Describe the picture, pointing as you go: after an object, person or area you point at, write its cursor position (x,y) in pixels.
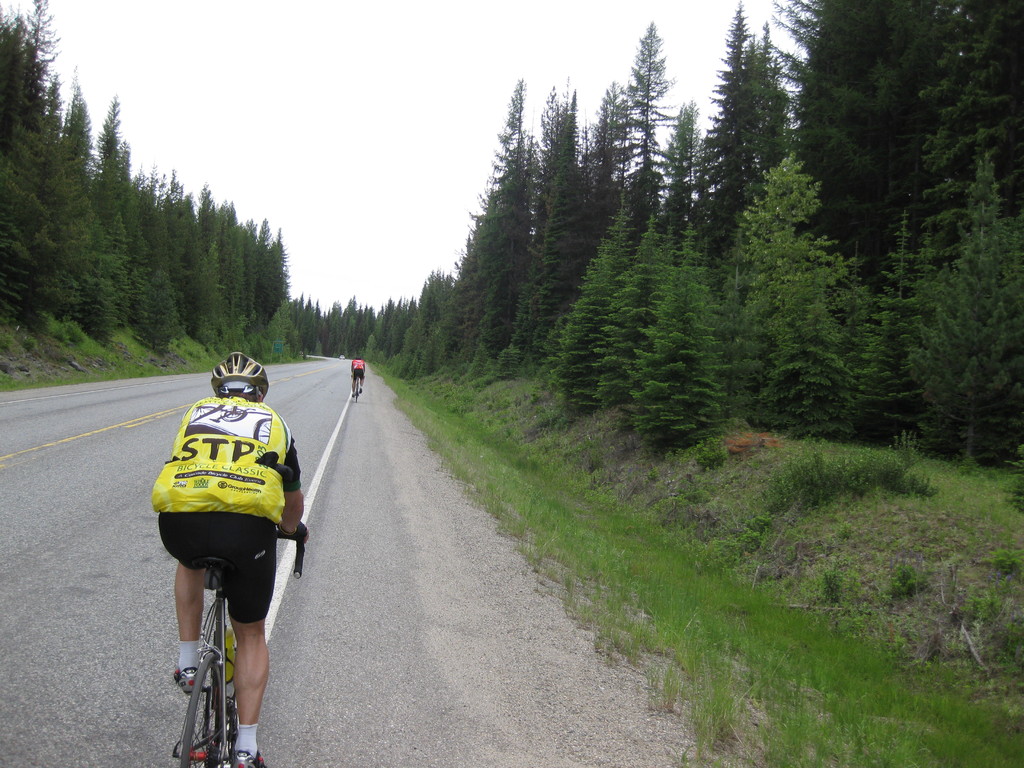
This image is clicked on the road (268,630). There are two people (260,400) riding bicycles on the road (314,573). They are wearing jackets (217,443) and helmets (247,376). On the either sides of the road (360,411) there are trees (596,278) and grass (521,428) on the ground (10,363). At the top (374,92) there is the sky (478,113).
